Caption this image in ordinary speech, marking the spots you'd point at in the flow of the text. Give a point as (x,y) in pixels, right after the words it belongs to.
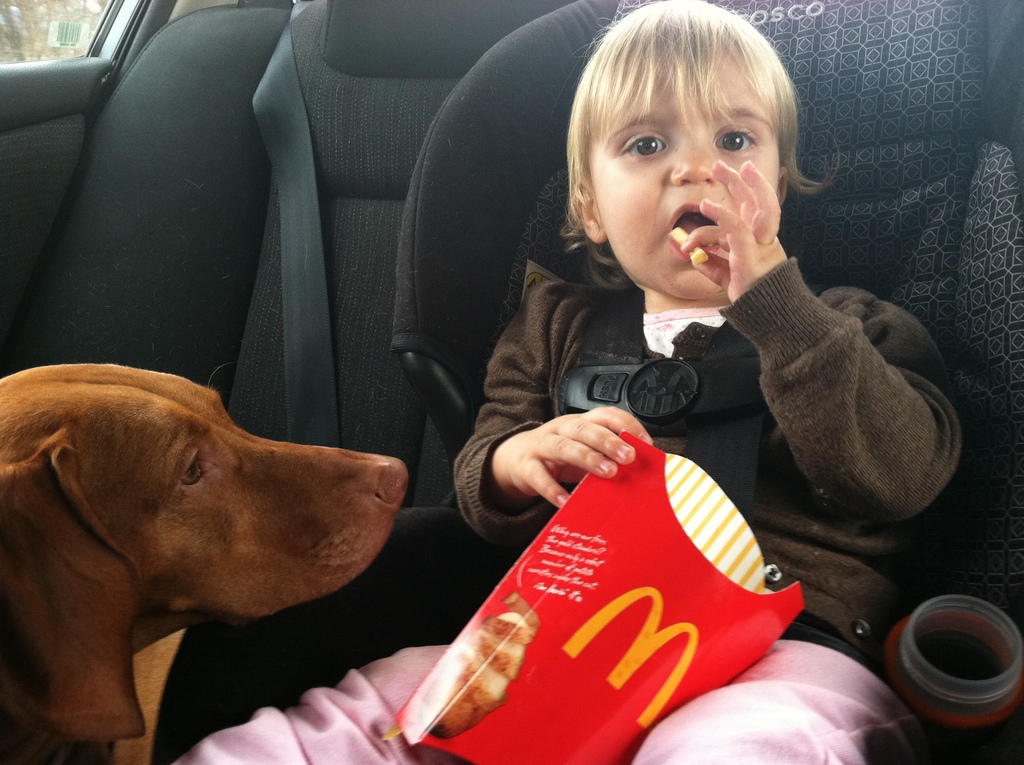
This is the picture of a vehicle (36,267). In this image there is a person (746,34) sitting on the seat (827,115) and eating and there is a dog (136,390) and there is a bottle (996,627) on the seat (1004,527). On the left side of the image (10,8) there is a window (70,12) and there are trees (54,14) behind the window (56,35).
